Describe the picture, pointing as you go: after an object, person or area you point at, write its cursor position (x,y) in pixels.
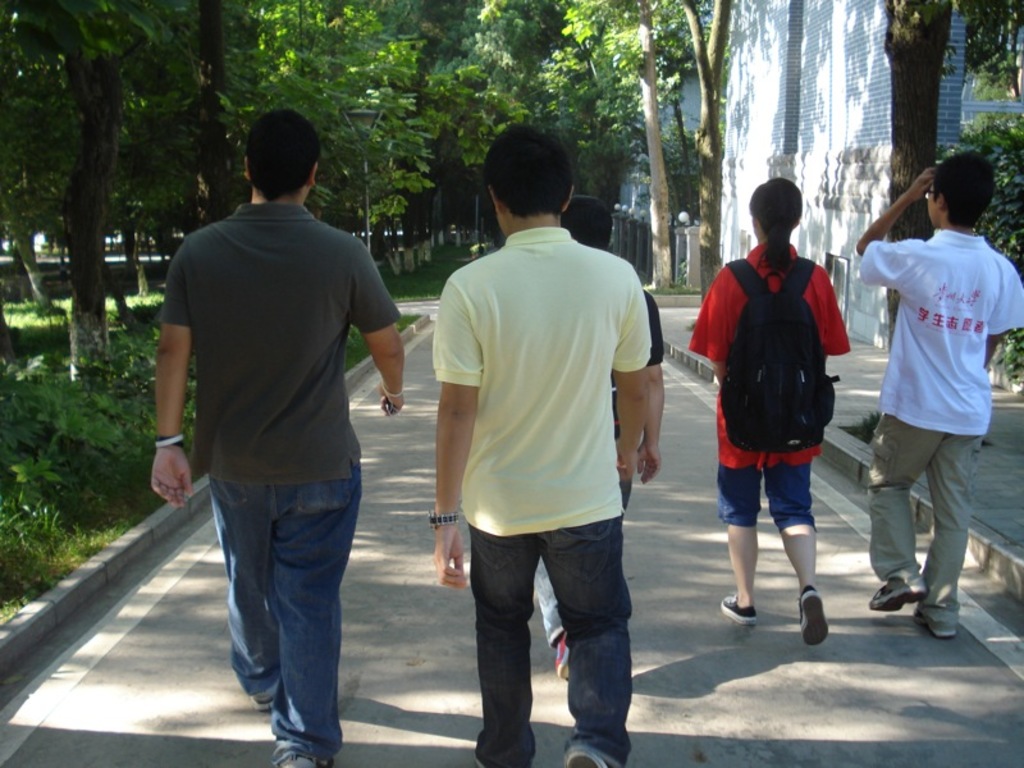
Here I can see few people (438,432) are walking towards the back side (498,399). One person (790,506) is wearing a bag (748,316). On the left side (56,424) there are many plants (84,422). On the right side (852,124) there is a building (773,112). In the background (402,75) there are many trees (219,50).
